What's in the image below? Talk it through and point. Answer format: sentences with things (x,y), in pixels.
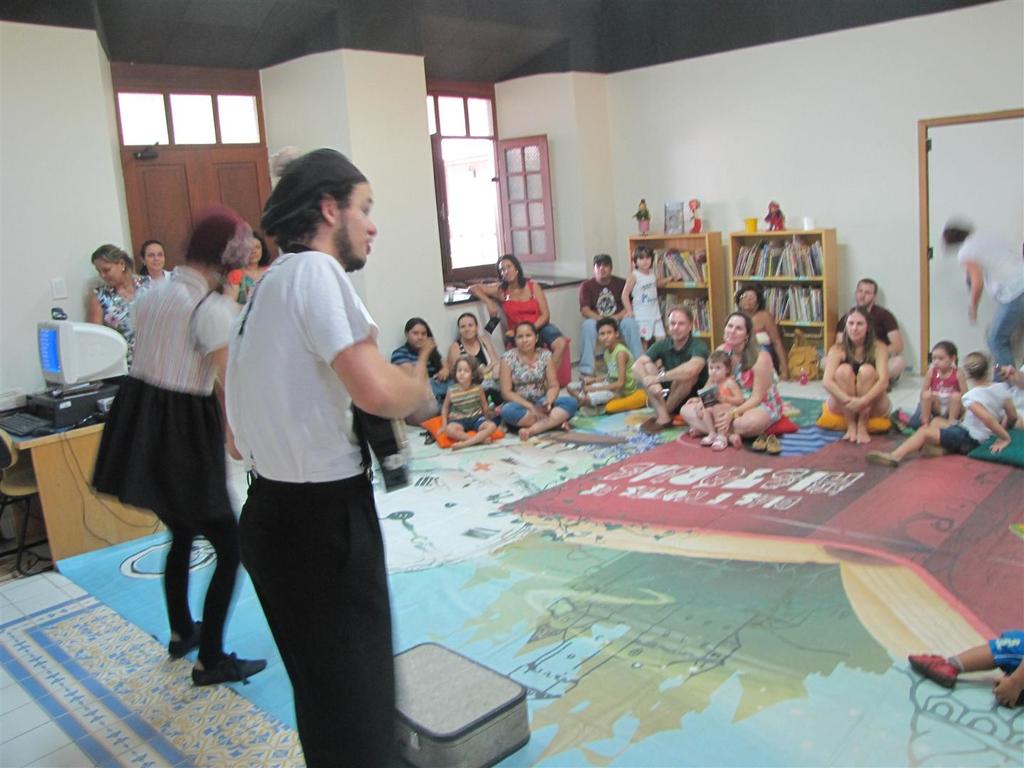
In this image there is a man (238,366) and a woman (201,417) standing and performing a play in front of a group of children (460,386) and adults (522,338) around them, on the left of the image (75,349) on the table (67,438) there is a monitor (64,355) with the CPU (61,397) and keyboard (23,417), in front of the man (295,358) there are two bookshelves (703,279) with books (684,267) and some toys (700,227) on it, beside the bookshelf (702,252) there is a door (971,192) with a person (967,243) standing, on the left of the image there are two wooden glass windows (499,181).
